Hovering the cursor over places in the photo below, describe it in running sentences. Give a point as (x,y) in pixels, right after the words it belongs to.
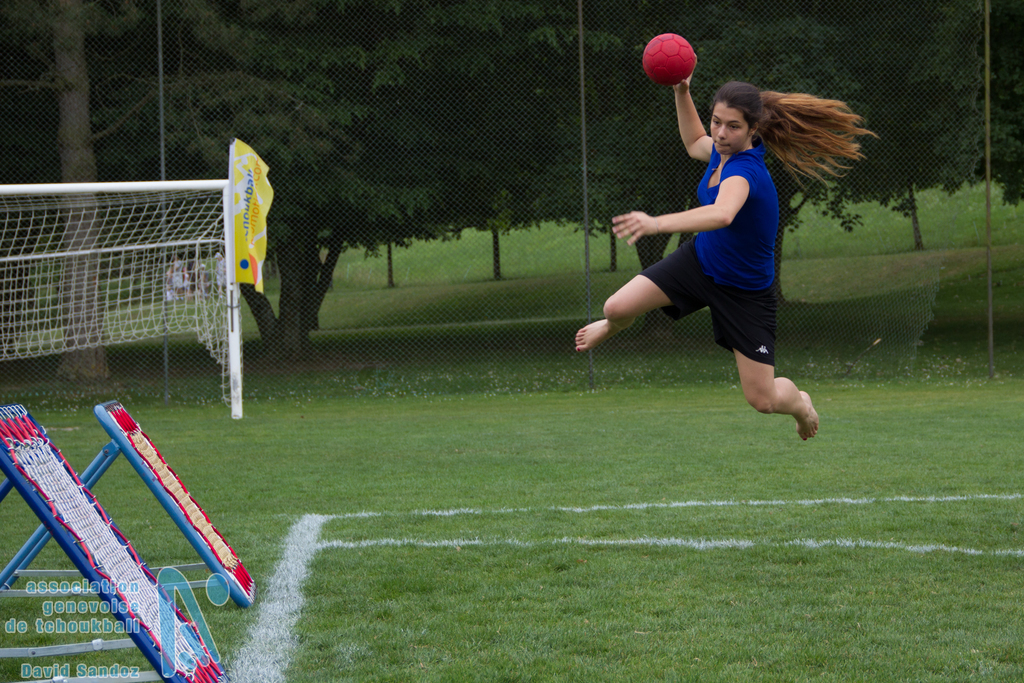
In this image we can see a person (742,206) jumping and holding a ball (688,73), there are two objects (98,547) looks like a board (113,554) and there is a football net (167,267) on the left side (129,344) and there is a fence (517,227) and few trees (554,201) in the background (638,152).
